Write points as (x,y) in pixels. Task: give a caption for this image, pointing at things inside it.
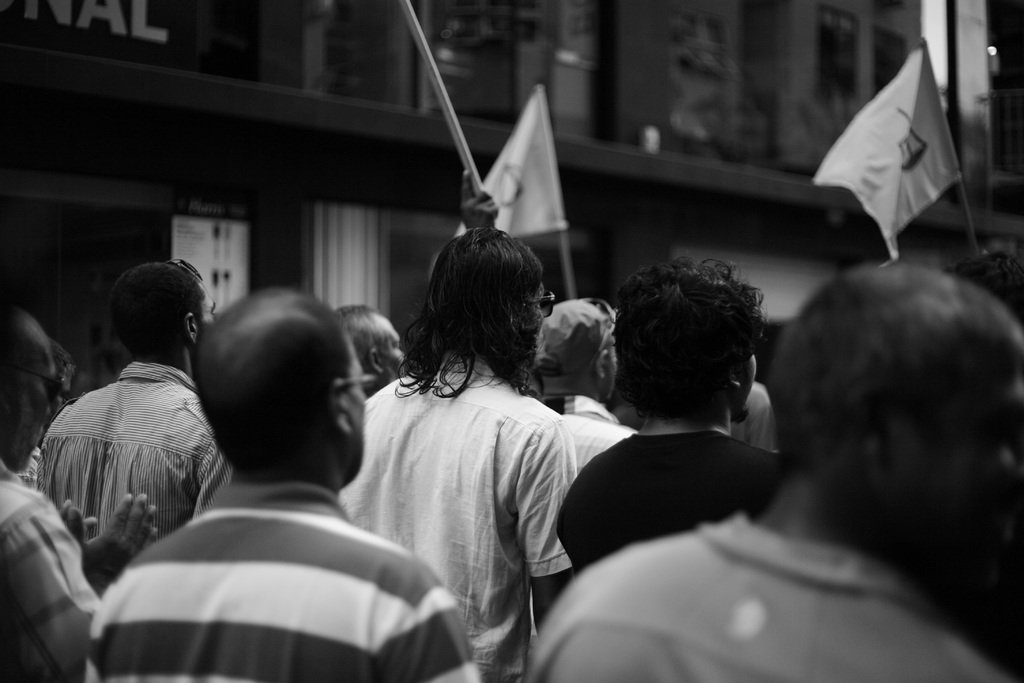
This is a black and white picture, there are many men (513,491) standing in the front (741,343) holding flags (871,155), they seems to be protesting, in the back (455,168) there is a building (694,154).
